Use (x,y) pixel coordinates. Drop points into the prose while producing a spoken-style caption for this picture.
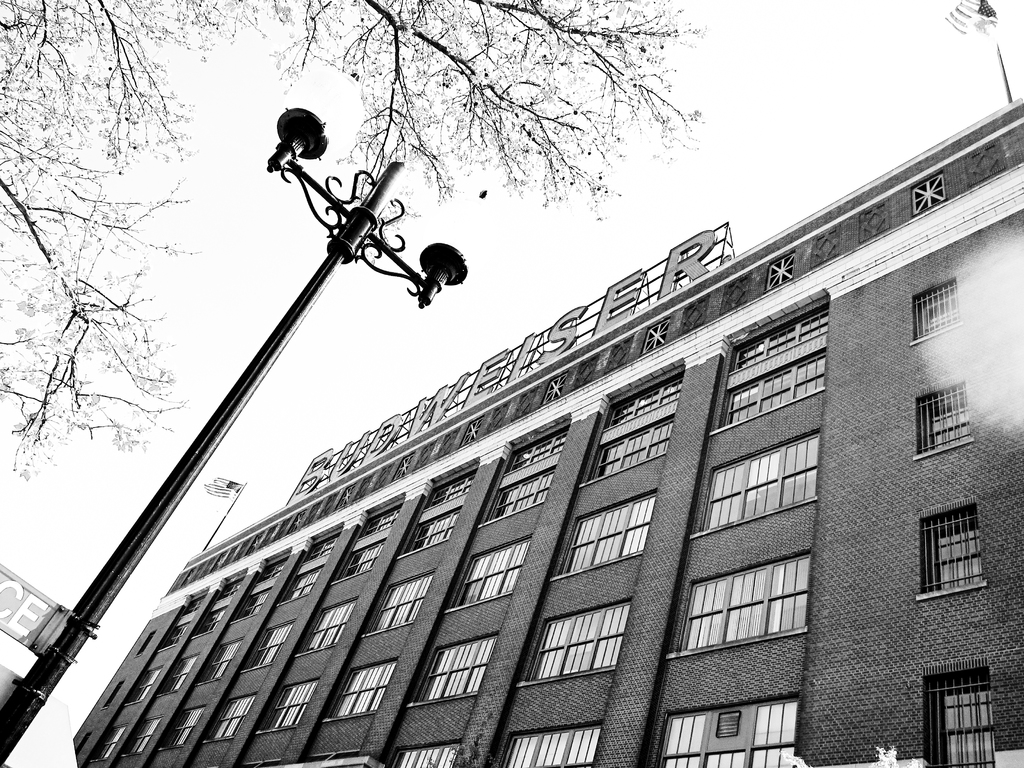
In this image I can see a building (446,472), number of windows (944,401), a pole (368,199), a board (39,605), branches (111,146) of a tree (57,343), few lights (279,169) and here I can see a flag (974,3). I can also see something is written over here and I can see this image is black and white in colour.
